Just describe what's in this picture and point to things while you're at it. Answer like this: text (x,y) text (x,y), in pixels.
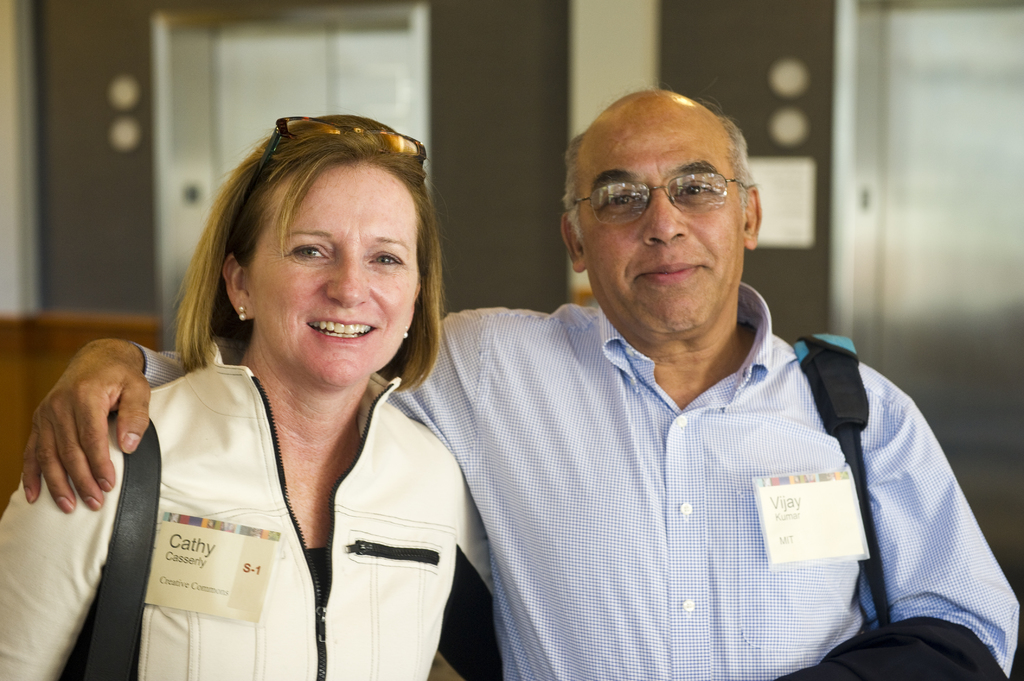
In this picture we can see two persons (422,542) with tags (218,570). Behind the two persons (367,395), there are elevators (921,73) and a wall (574,85).
